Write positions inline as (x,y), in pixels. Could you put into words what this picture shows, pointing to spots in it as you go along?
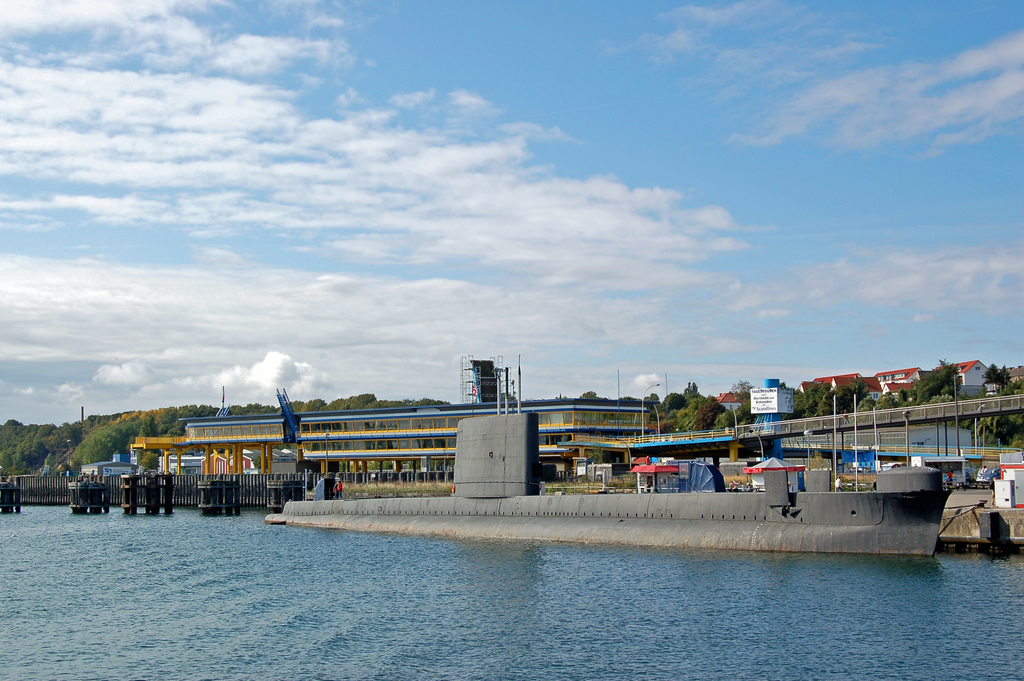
In the center of the image (392,430) we can see buildings (430,460), street lights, pillars (16,500), trees (11,444), ship (648,520), sky (630,153) and clouds (337,298). At the bottom of the image (312,575) there is water (216,574).
